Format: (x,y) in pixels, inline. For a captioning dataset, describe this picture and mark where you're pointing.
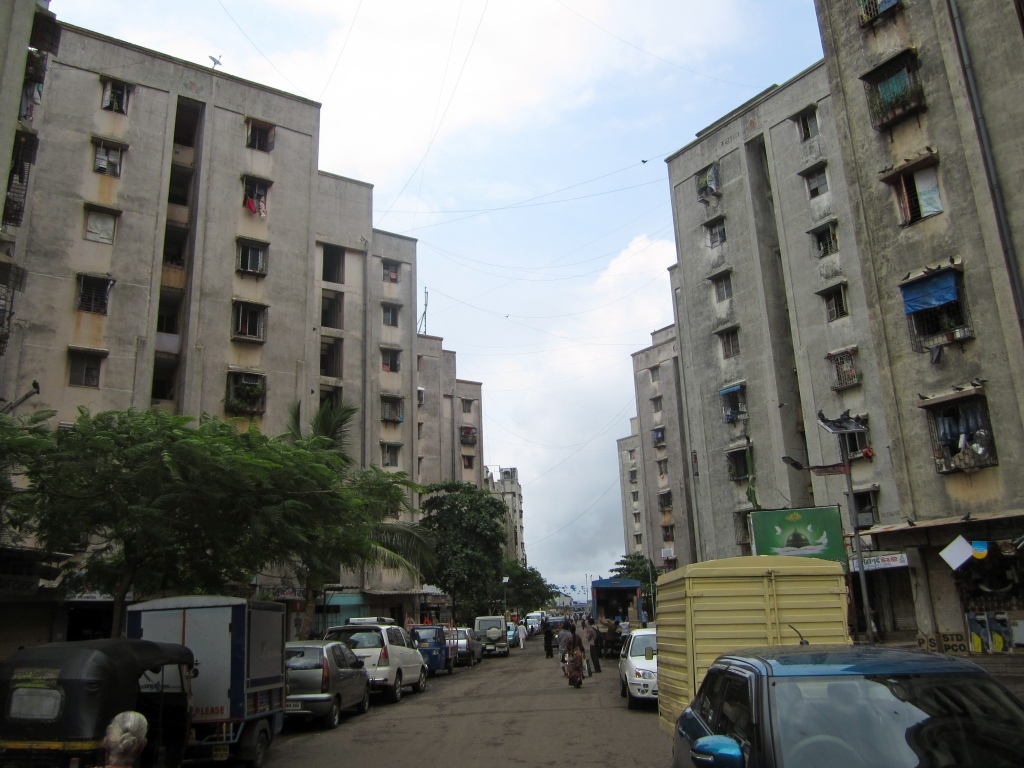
In this picture there are few persons (564,637) standing on the road (568,714) and there are few vehicles (364,670), trees (495,578) and buildings (745,540) on either sides of them and there are few wires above the buildings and the sky (552,350) is a bit cloudy.
